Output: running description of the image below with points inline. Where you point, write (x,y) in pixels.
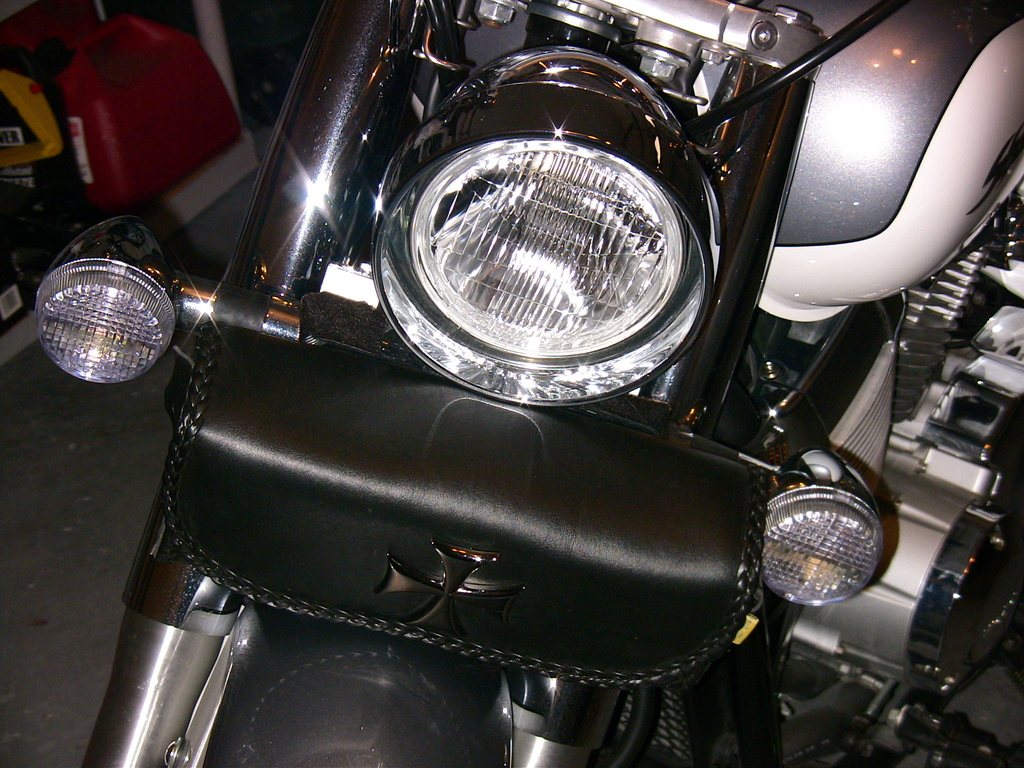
In this image I can see a motorbike (410,499) which is black, white and silver in color. I can see 2 sidelights (825,584) and a headlight (569,283). In the background (105,414) I can see the grey colored floor (70,461), a red colored tank (128,141) and few other objects (12,148).
